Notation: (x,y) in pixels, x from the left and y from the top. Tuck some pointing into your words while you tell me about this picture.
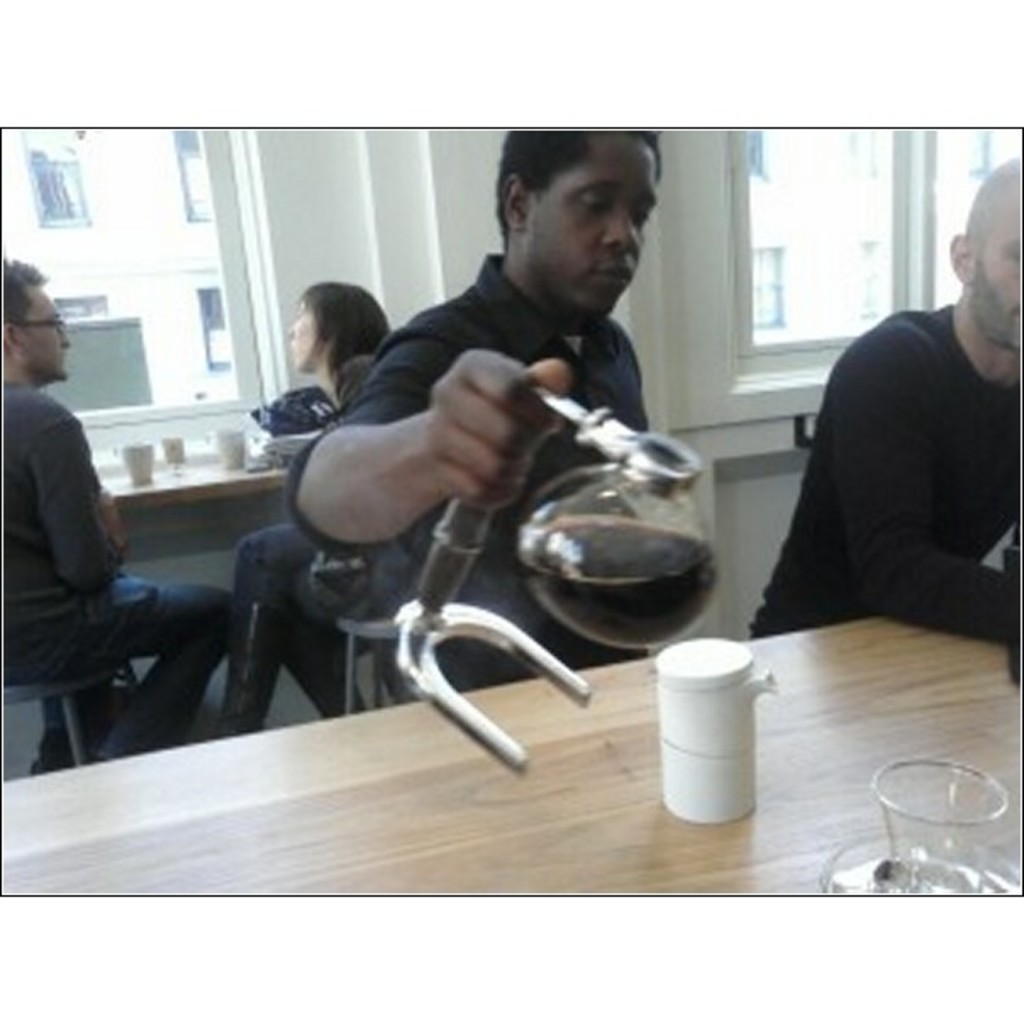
in this picture there are many person's (797,569), a person (570,326) is holding a jar (572,583) which is in front of the table (505,695).
